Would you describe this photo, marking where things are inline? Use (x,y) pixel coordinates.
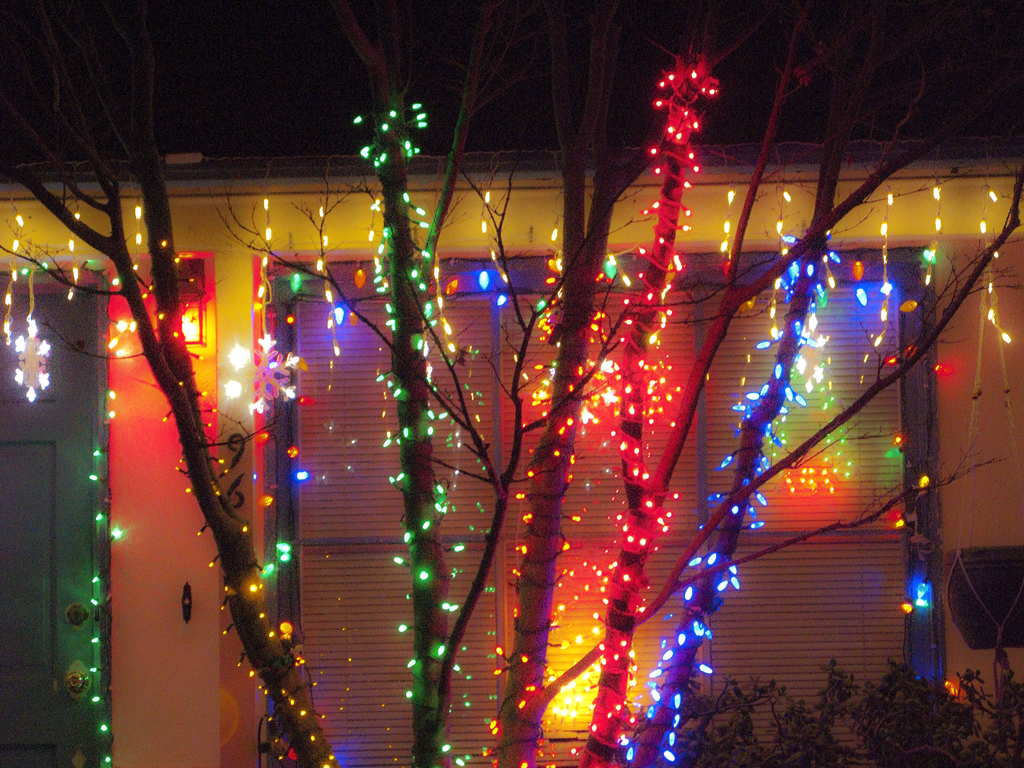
In this image we can see trees (153,339) with lights (673,386), there are few plants (805,726) and in the background (208,682) there is a wall (197,526) with door (68,431) and window (840,628).
